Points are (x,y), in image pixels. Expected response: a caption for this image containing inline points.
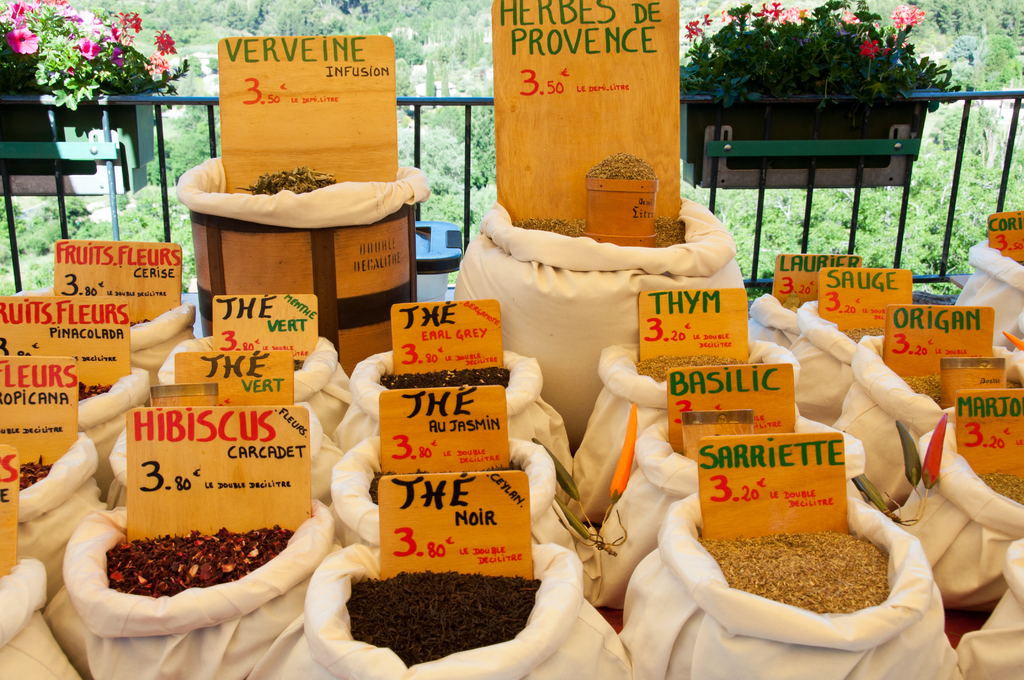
In this image there are some seeds (1022,483) and herbs (168,545) in the bags (555,383) with the name boards (485,398), and in the background (419,4) there are plants (771,30) with flowers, iron grills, trees (973,155).
